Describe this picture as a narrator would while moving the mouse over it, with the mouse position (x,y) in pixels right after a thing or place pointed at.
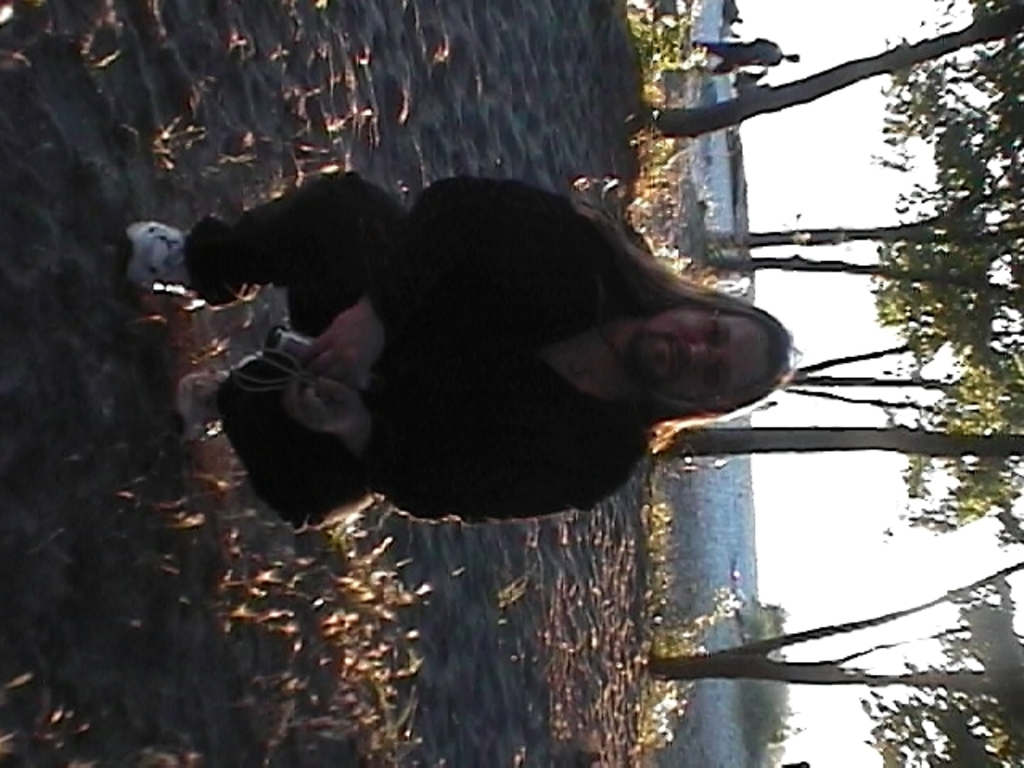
In this picture we can see a man (531,364) in the front (531,364), in the background (713,537) there are some trees (708,673), plants (753,630) and water (701,540), we can see the sky (800,218) on the right side of the picture (832,159).
